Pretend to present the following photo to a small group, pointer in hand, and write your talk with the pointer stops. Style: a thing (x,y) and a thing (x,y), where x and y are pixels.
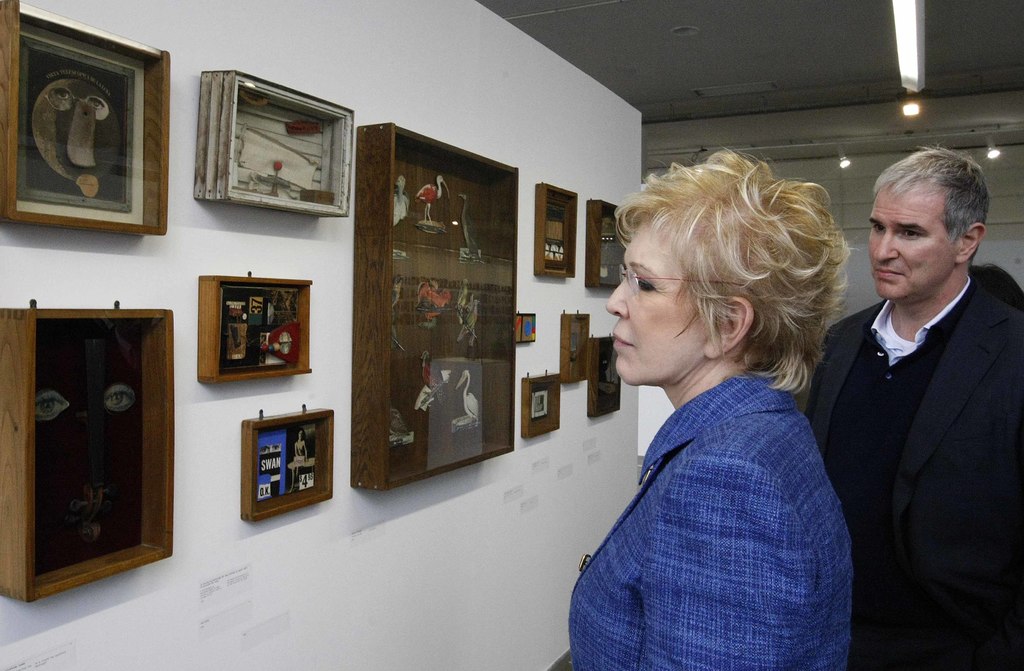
In this image I can see two persons (764,510) standing. In front (695,602) the person (760,591) is wearing blue color dress (703,590). In the background (448,275) I can see few frames (365,249) attached to the wall (425,112) and the wall (511,106) is in white color and I can see few lights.
